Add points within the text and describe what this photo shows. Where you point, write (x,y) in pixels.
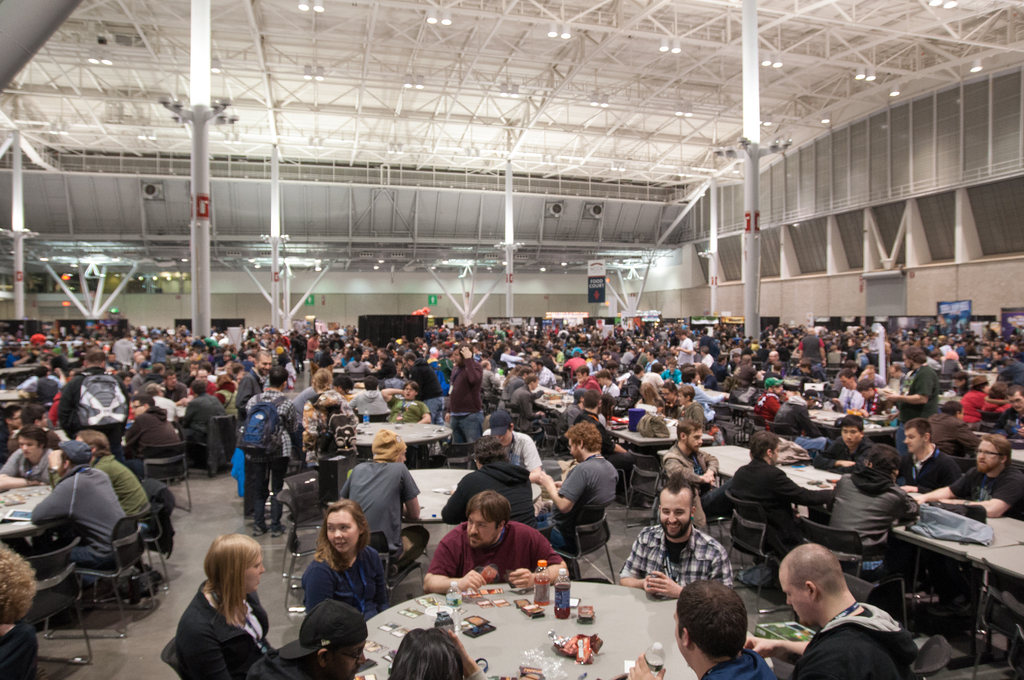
In this picture, we can see a few people (673,532) sitting on chairs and a few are standing, we can see the floor (279,550) and some objects (511,618) on it like tables (623,601), chairs (403,575) we can see some objects (541,580) on table (638,605) like bottles (563,584), bags (587,654), and we can see poles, roof (339,69) with poles (258,282) and lights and some objects (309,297) attached to it, we can see some air conditioners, and posters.
